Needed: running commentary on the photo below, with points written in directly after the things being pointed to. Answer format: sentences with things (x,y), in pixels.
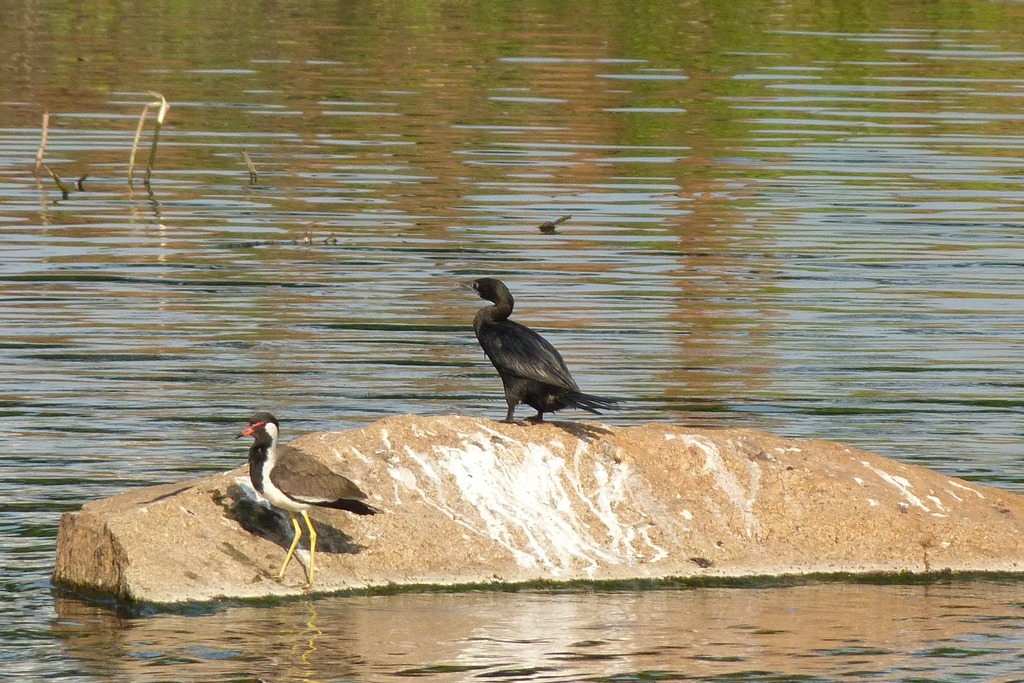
In this image there is water (627,199) there is a rock (603,514) in the water (463,352), there are birds (481,297) on the rock (377,526).
